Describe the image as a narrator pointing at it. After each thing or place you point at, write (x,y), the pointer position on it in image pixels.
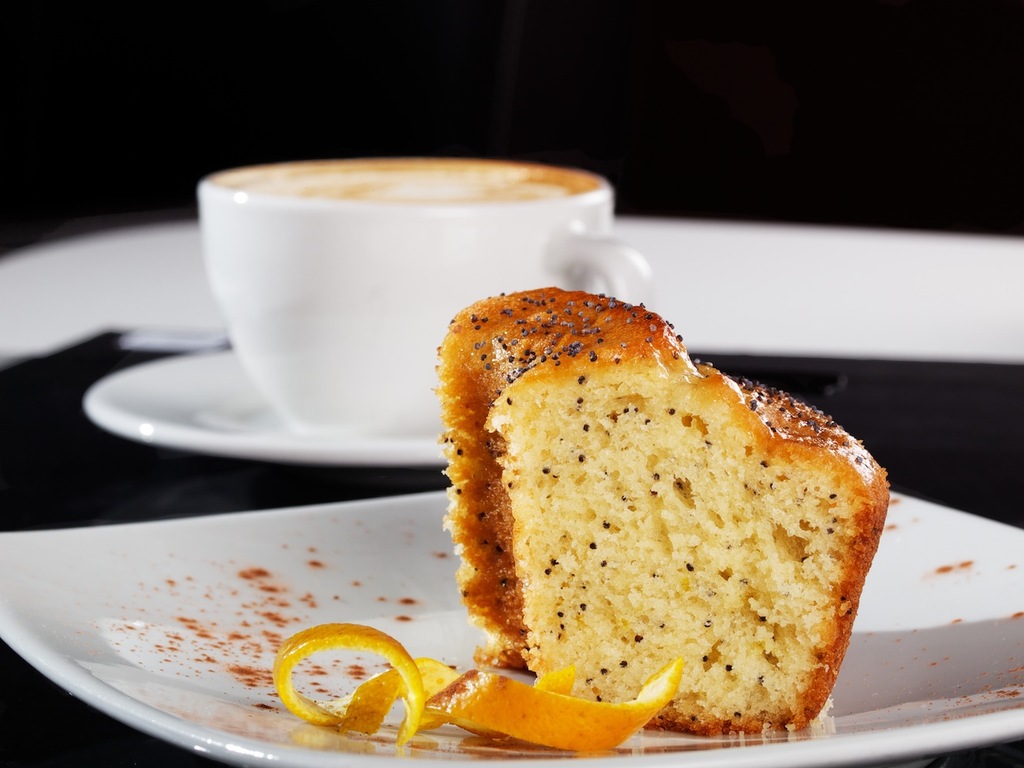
At the bottom of the image (55,575) there is a white plate (198,517) with a piece of cake (621,520) in it. Behind that there is a white cup (222,302) with saucer (321,453). And there is a black and white background (1015,276).
